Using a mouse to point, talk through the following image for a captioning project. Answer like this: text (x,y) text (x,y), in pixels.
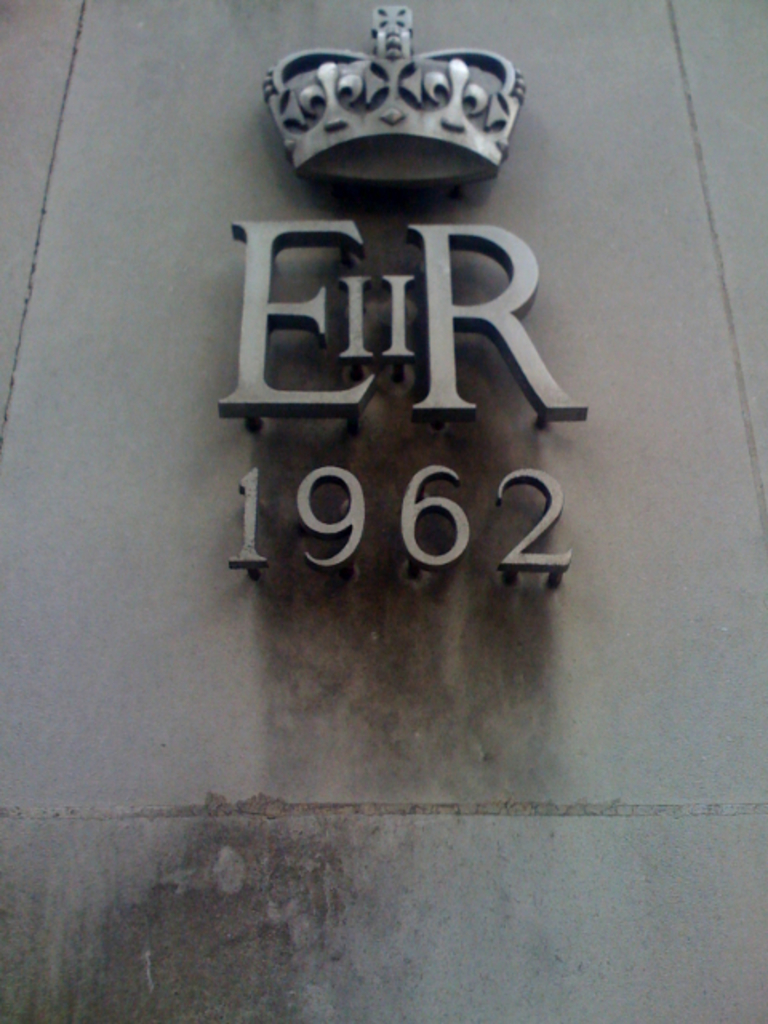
In the image there is a wall (388,502) and to that wall (371,529) some emblems (509,485) were fitted and above those emblems (332,238) there is a crown (493,129).
